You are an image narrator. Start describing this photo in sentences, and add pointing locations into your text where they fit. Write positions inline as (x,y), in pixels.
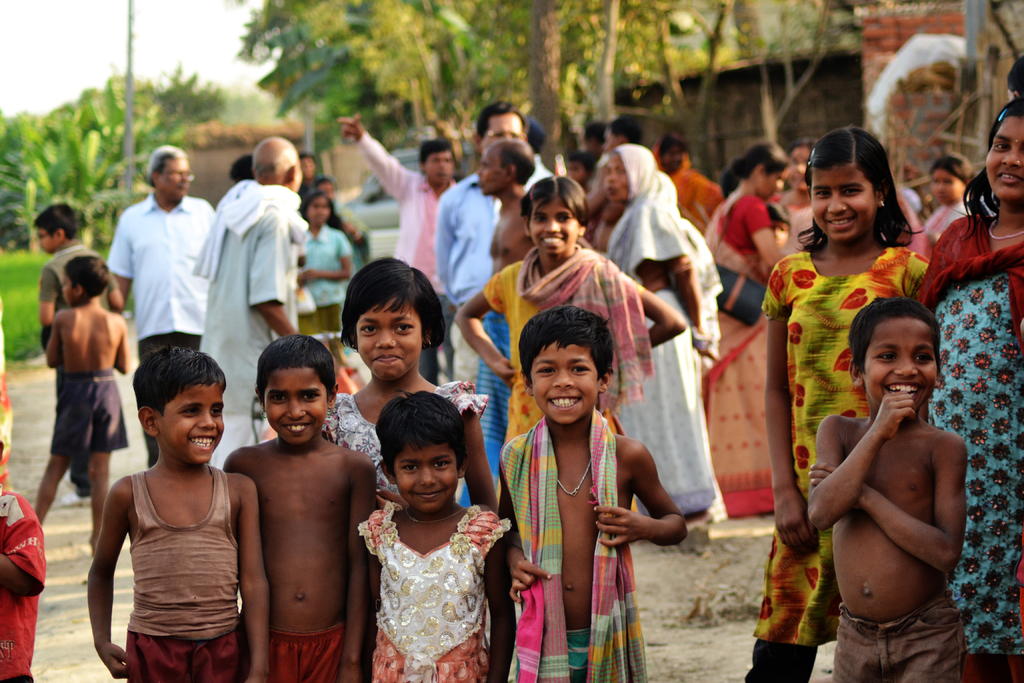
In the picture I can see people (486,338) are standing among them children (773,461) in front of the image are smiling. In the background (168,124) I can see trees (344,80), the sky (81,66), the grass (21,345) and some other objects (722,141). The background of the image (58,36) is blurred.
